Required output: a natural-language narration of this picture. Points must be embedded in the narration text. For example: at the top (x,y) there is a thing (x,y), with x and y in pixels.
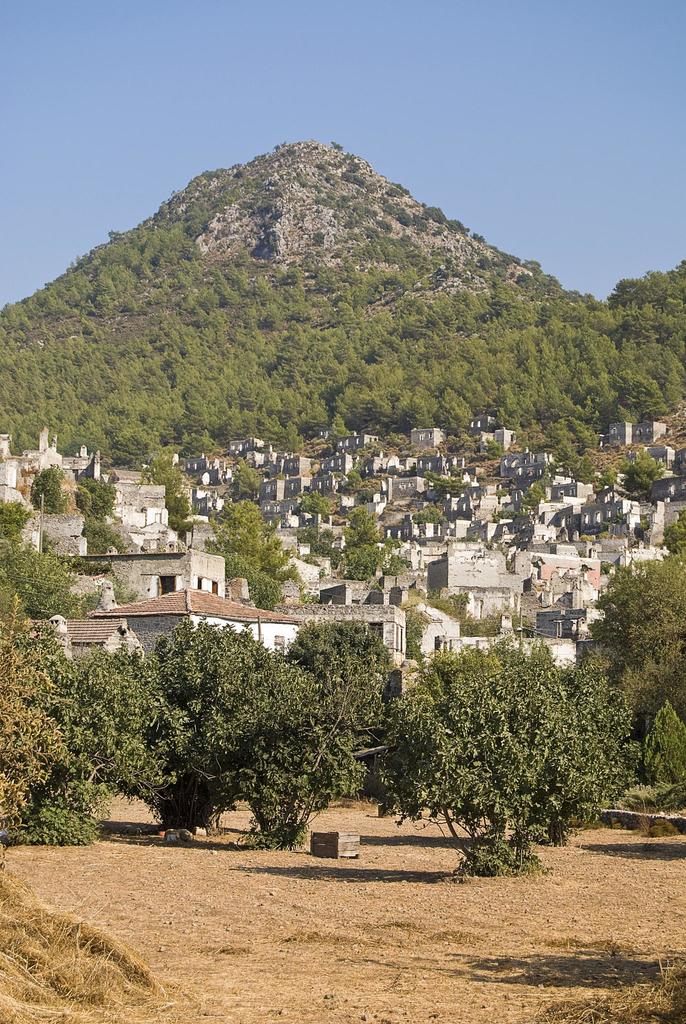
In the image there is land (226,902), trees (178,747) and behind the trees (498,797) there are many houses (172,576) and in the background (276,390) there is a mountain (466,383).
